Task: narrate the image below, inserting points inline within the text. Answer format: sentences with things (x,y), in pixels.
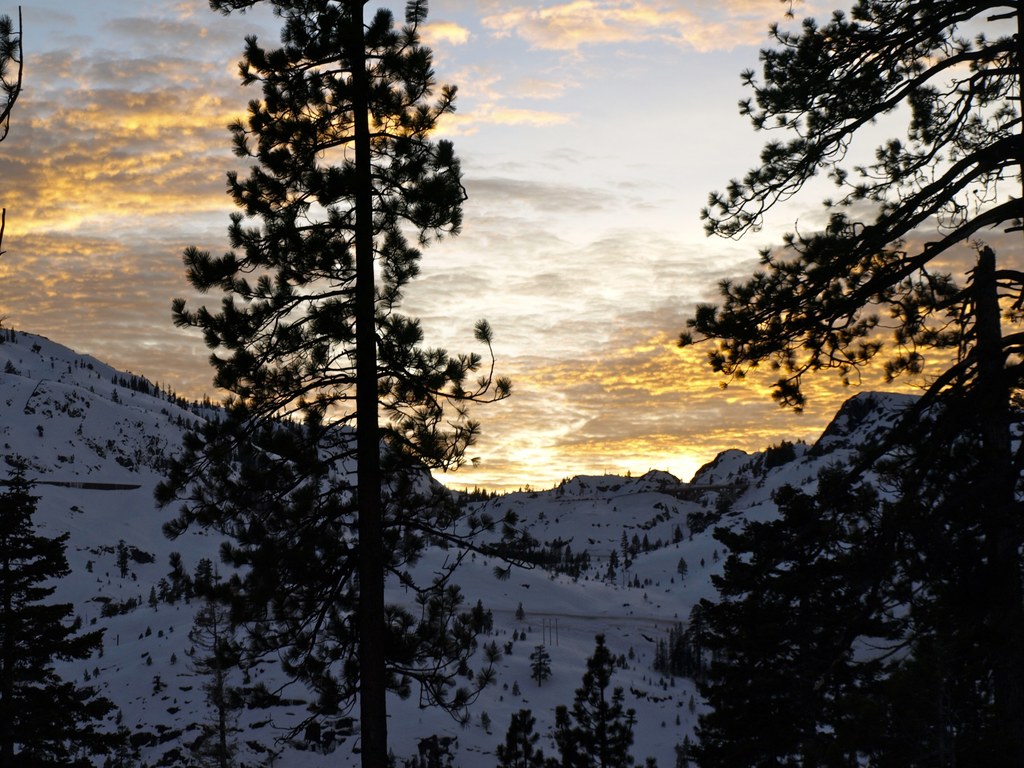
In this image we can see sky (584,301) with clouds (412,300), trees (330,487) and hills (182,554).
